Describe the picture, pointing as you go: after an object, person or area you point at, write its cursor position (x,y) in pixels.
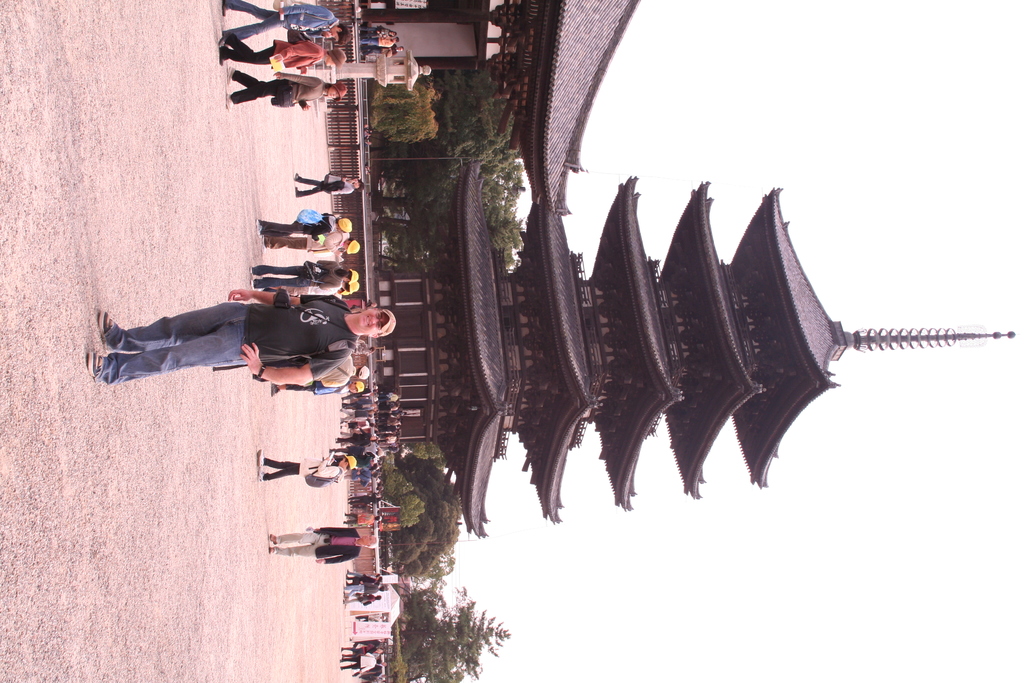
In this image, we can see buildings (383,3), trees (401,102), grills (351,168) and we can see pillars (408,339) and poles (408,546) and there are many people (281,288) wearing caps (389,327) and bags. At the bottom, there is road (129,562) and at the top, there is sky (785,473).
